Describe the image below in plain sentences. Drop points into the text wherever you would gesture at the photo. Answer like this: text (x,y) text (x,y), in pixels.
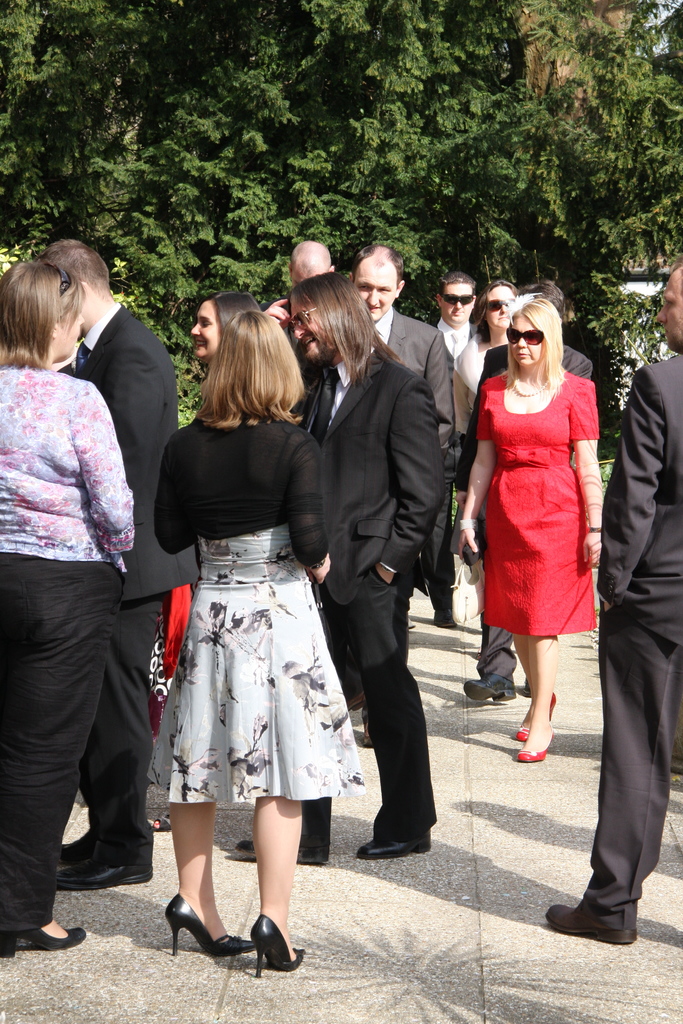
In this image we can see persons (170,673) standing on the floor (357,920). In the background (363,86) we can see trees (396,112).
